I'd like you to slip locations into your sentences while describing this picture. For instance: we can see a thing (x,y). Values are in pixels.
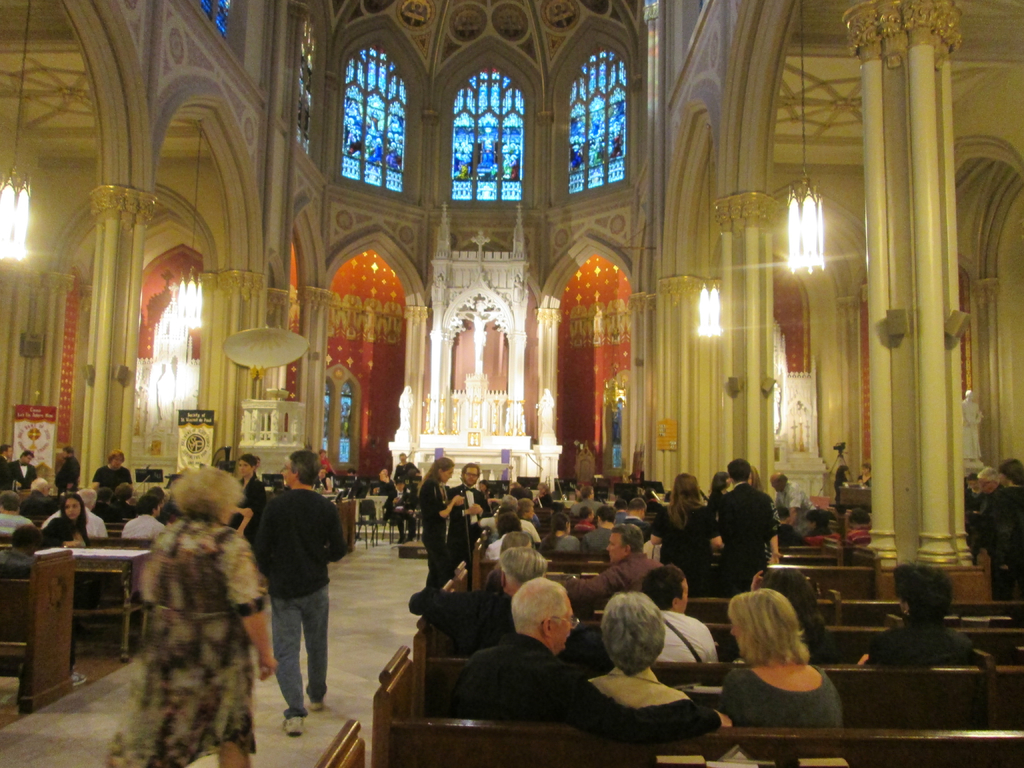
This picture describe about the inside view of the Church (527,459). In front (629,724) we can see the group of men and women (569,720) are sitting on the wooden bench (879,766). Behind we can see white color statue (478,317) in the arch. Above there are three blue glass windows (575,159). On both the side we can see arch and hanging lights (820,255).
